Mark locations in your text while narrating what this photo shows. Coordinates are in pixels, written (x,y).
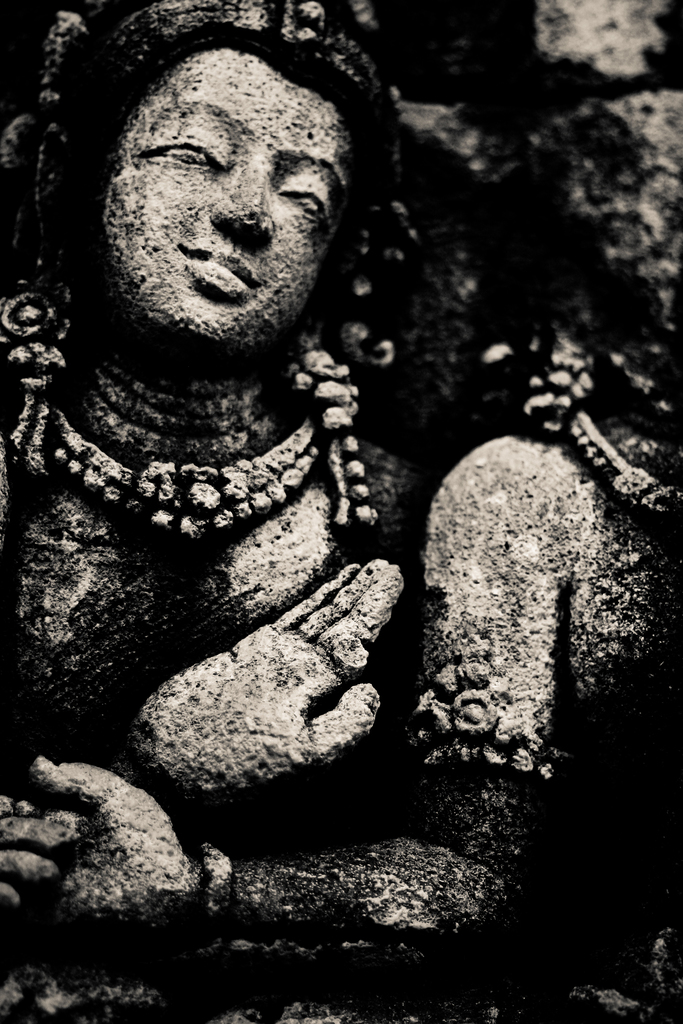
This is a black and white picture. Here we can see a sculpture (329,476).
